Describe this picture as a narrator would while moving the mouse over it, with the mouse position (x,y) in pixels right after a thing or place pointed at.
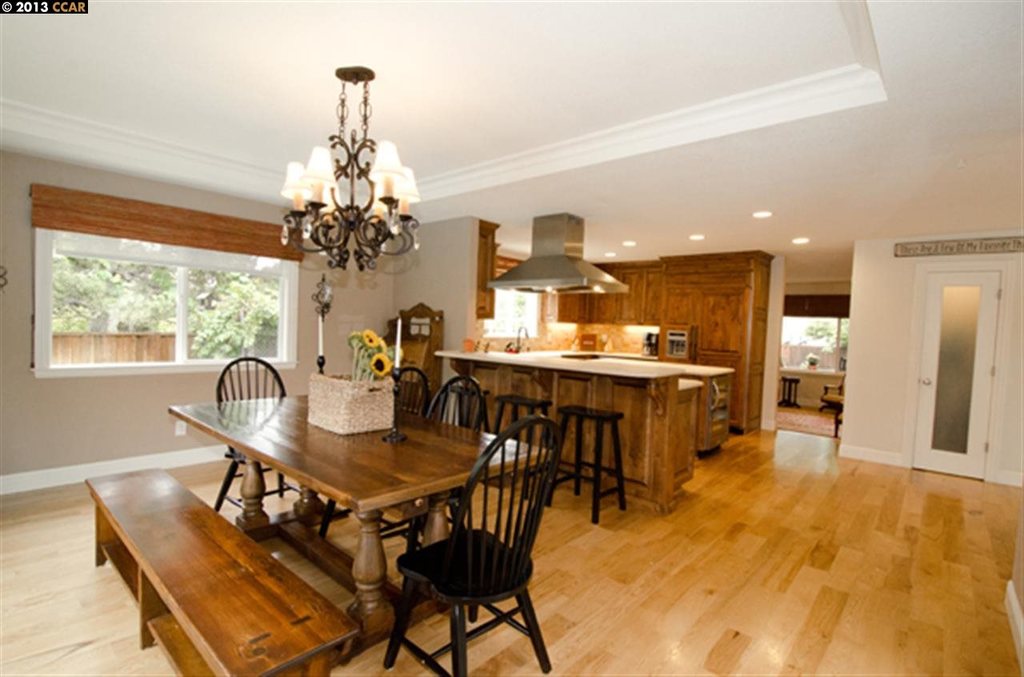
In this picture there is a table (382,502) and there are chairs (230,459) around it, there is a flowers pot (350,388) on the table (444,426), there is a bench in the image, there is a chandelier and chimney (535,289) at the top side of the image (560,211), there is a desk (570,458) in the image, there is a door (991,435) on the right side of the image (923,449) and there are windows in the image, there are trees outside the windows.
